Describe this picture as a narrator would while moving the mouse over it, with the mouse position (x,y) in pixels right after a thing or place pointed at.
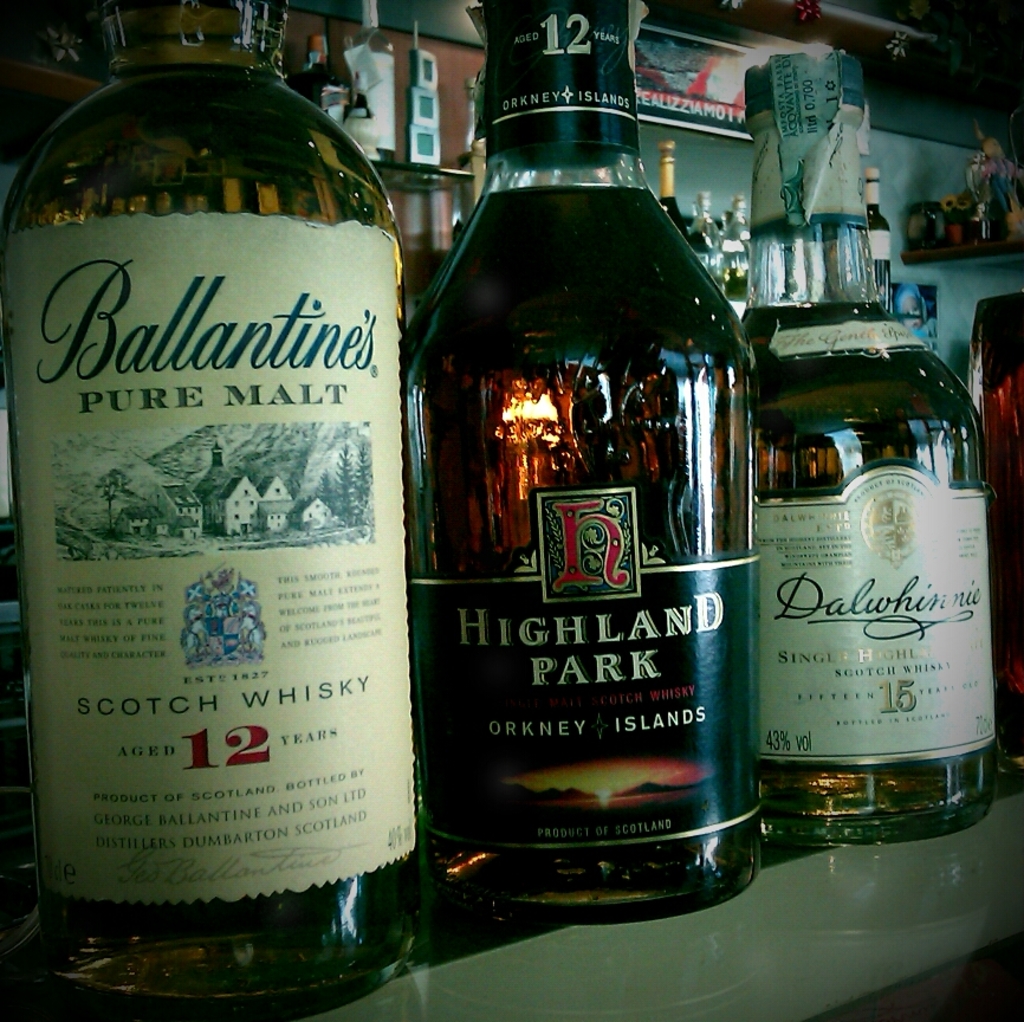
In this picture, at the left side (189,306) there is a bottle (267,758) which is whisky (201,708) and the company is Ballantine's pure malt and the center there is an alcohol (619,289), may be whisky (656,449) or not and the right bottle (871,509) is alcohol (846,613). It seems like an alcohol storage (662,485). There are so many bottles (707,238) at the background (743,234).
